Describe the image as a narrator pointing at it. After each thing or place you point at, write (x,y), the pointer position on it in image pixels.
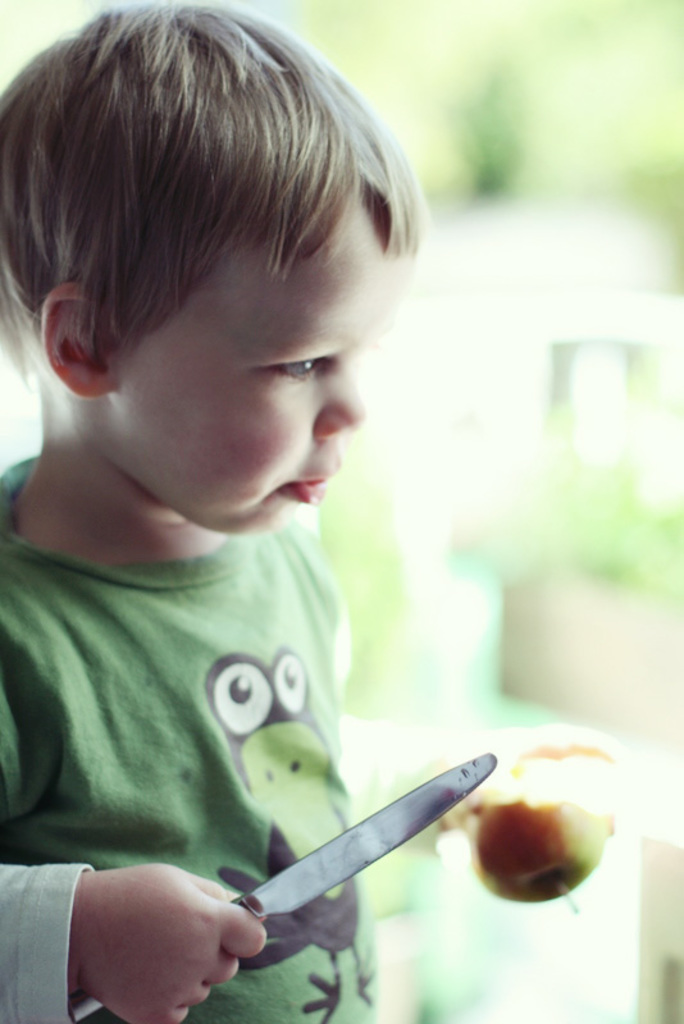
In this image a boy (172,806) is holding one knife (443,785) and a fruit (515,795).
